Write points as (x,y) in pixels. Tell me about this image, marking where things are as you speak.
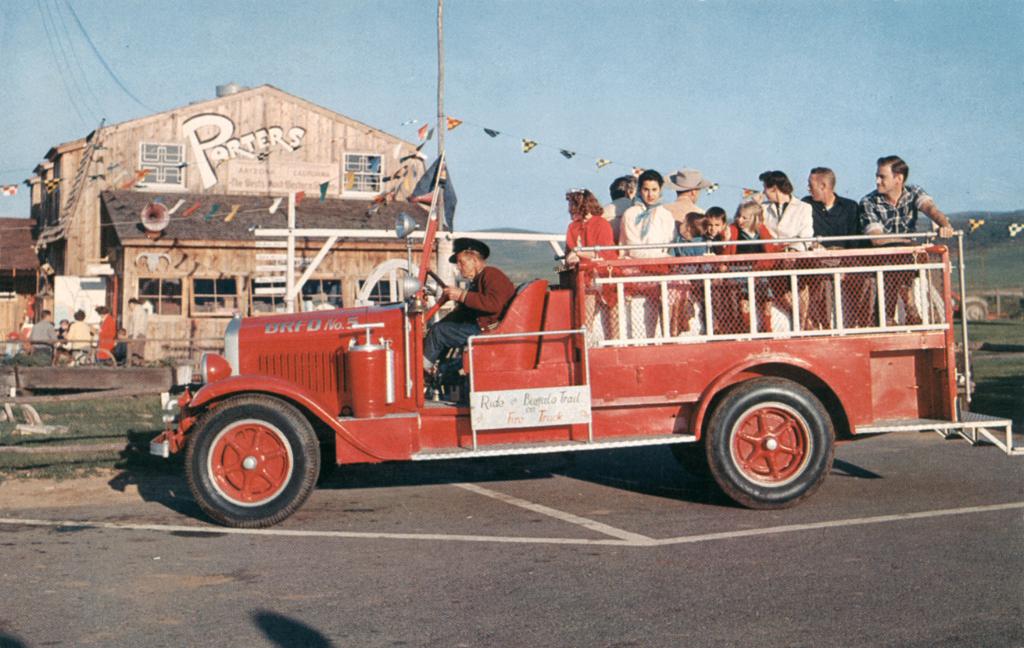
In the background (620,96) we can see the sky (793,54). In this picture we can see a store (110,232), paper flags (489,132), windows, grass (1012,361), pole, people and the road (597,546). We can see few people (585,231) on a vehicle (582,287).
